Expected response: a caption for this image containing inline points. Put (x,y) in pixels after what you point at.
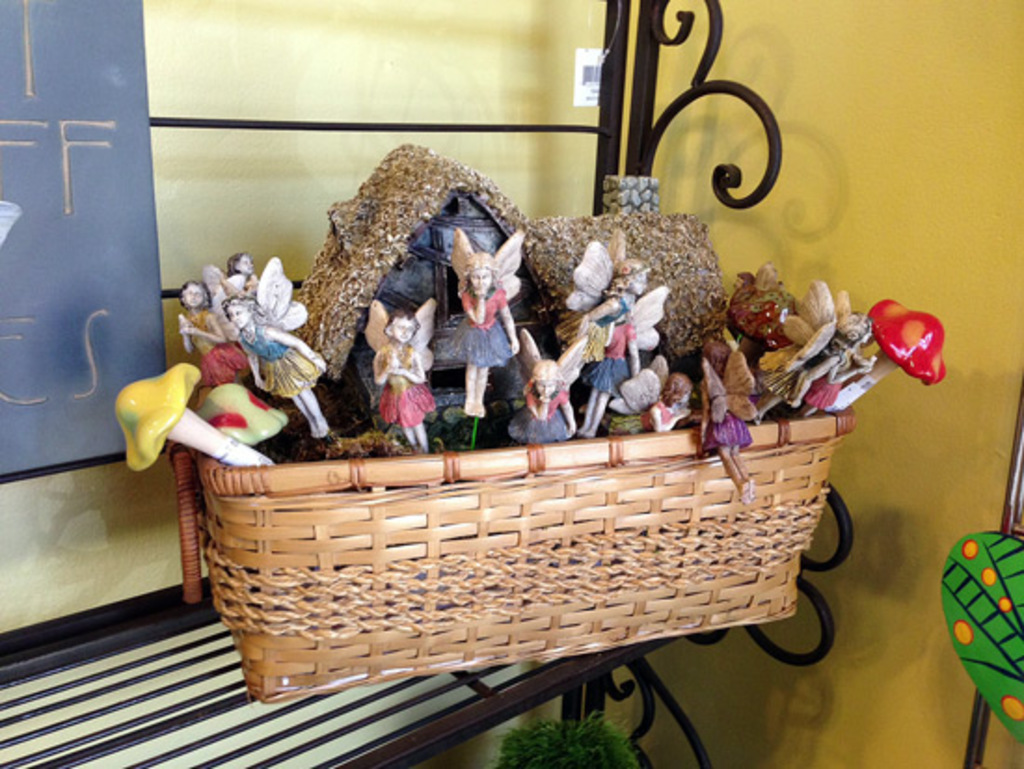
In this image there is a basket (398,568) on the metal bench (190,625). In the basket (211,519) there are toys (506,336) and a small house (494,235). In the background (245,93) there is a wall (376,57). On the right side (1008,674) bottom there is an art (976,621). There is a board (74,217) attached to the bench (172,123). At the bottom (563,755) there is grass (582,742).
